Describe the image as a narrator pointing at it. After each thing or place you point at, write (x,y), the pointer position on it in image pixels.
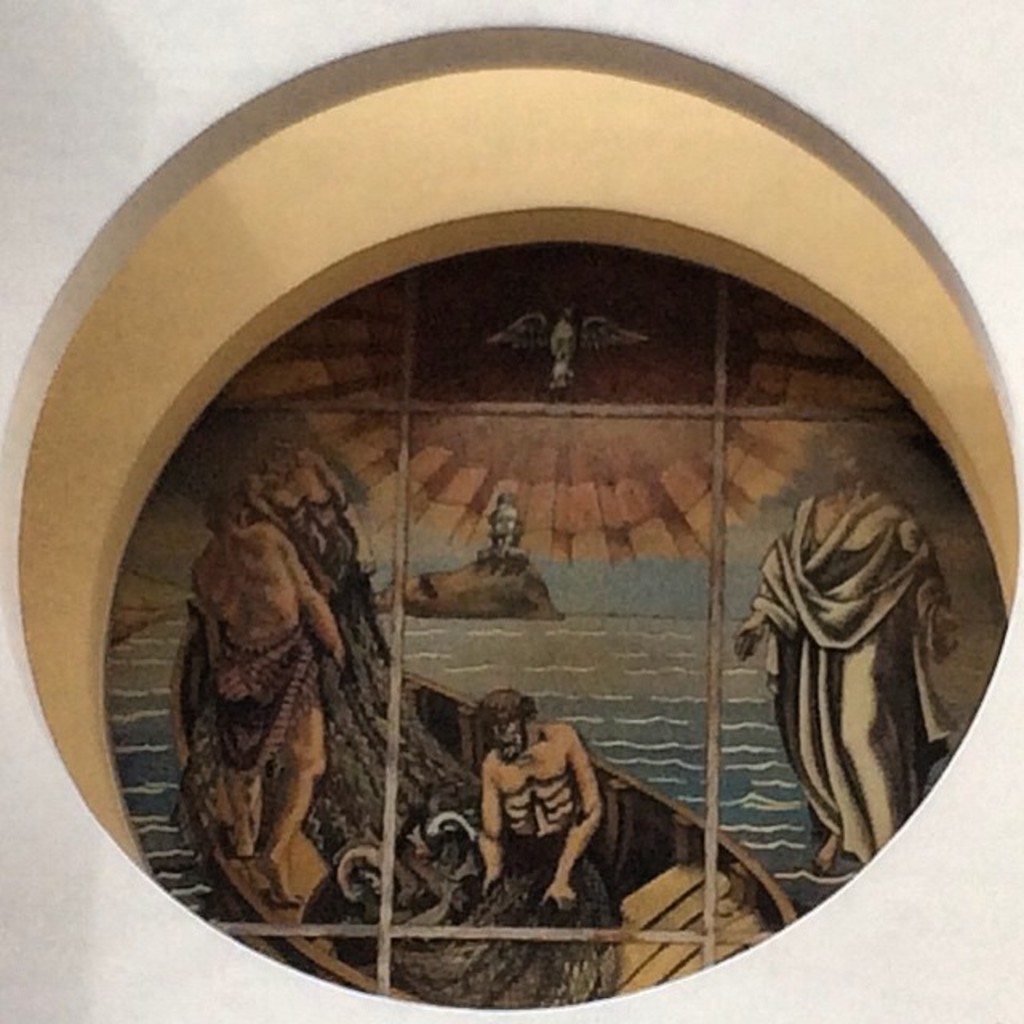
In this image I can see painting (358,516). In the painting (604,792) there are few persons (789,681), there is a rock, a bird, boat (455,757), there are iron grilles (648,937) and there are some other objects (370,656).
